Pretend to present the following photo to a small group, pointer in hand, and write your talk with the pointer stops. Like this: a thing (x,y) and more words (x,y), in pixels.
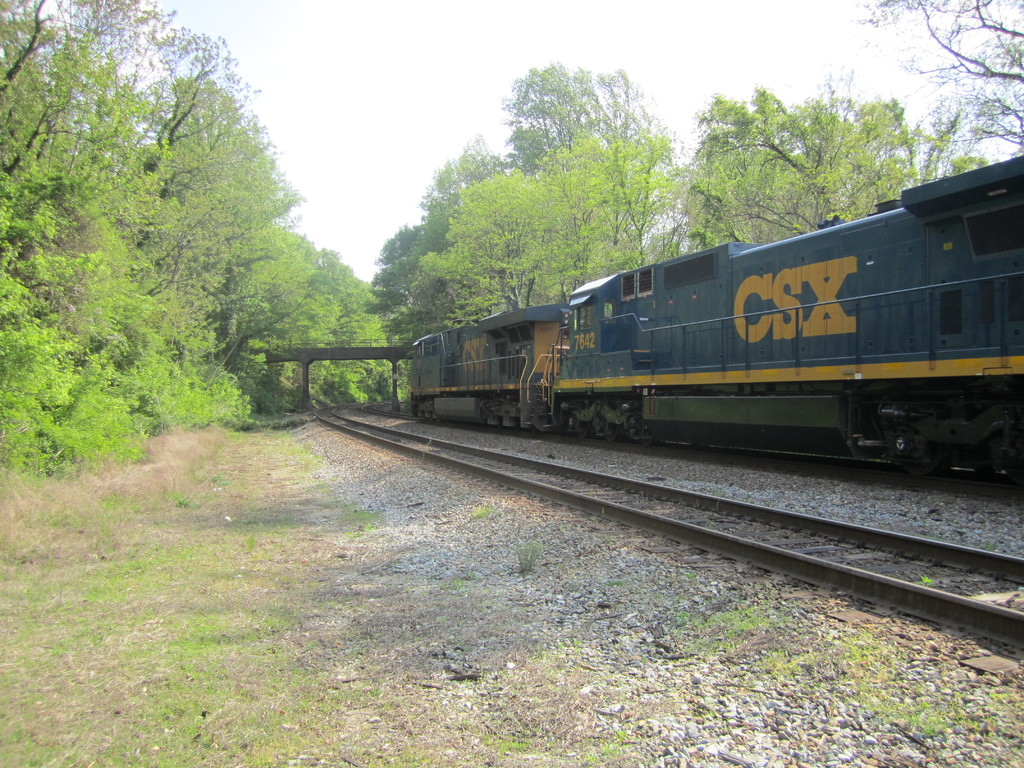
In this image, on the right side (709,326), we can see a train (658,341) which is moving on the railway track (944,481). On the right side (866,174), we can also see some trees (627,222). On the left side (245,325), we can see some trees (96,372). In the middle (372,355), we can see a bridge (391,358). At the top (415,107), we can see a sky (423,83), at the bottom (973,543), we can see a railway track (914,568) with some stones (763,481) and a grass (432,648).
